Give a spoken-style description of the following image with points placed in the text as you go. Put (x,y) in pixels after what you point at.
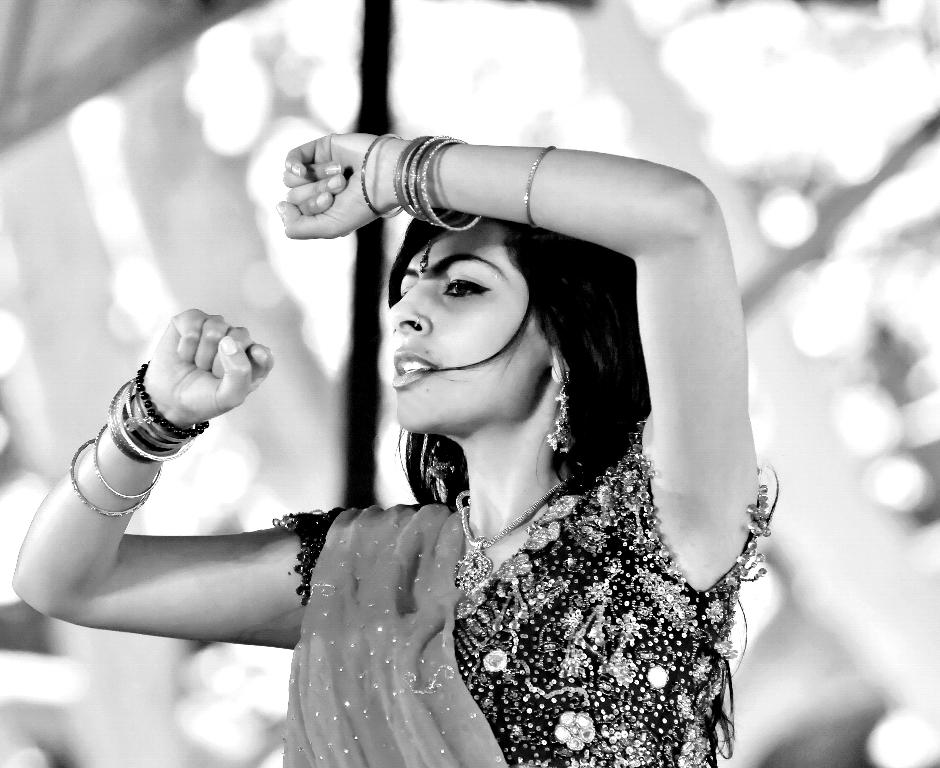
In this image we can see a black and white picture of woman (652,539) wearing dress (613,572).
